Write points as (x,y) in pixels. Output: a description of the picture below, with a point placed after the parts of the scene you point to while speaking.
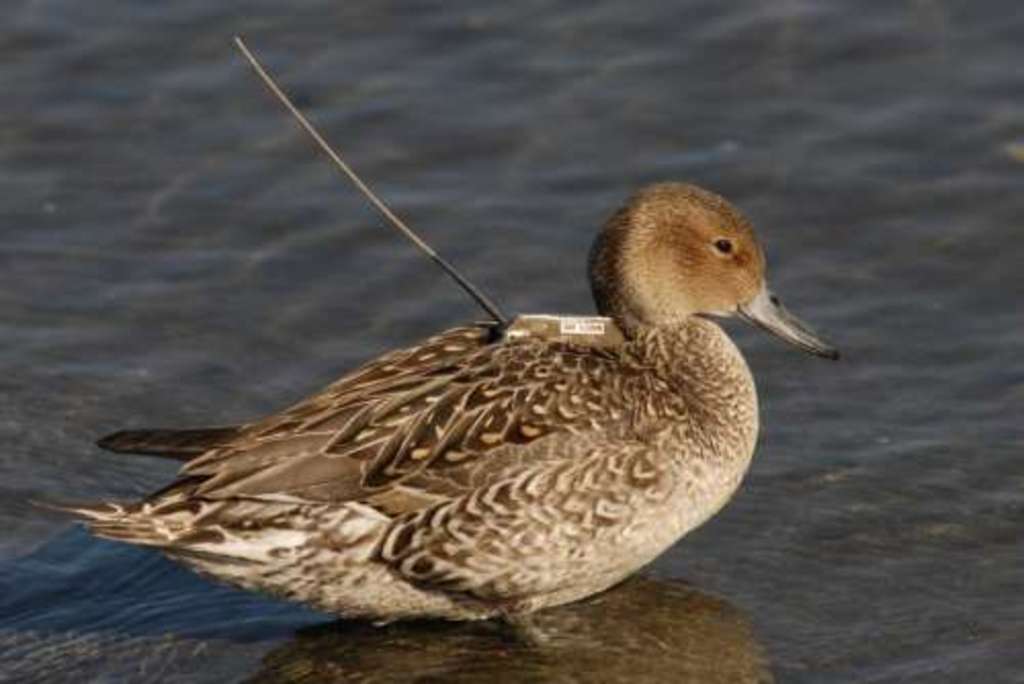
In this image in the front (476,459) there is a bird (499,459). In the background (563,108) there is water (584,86).
